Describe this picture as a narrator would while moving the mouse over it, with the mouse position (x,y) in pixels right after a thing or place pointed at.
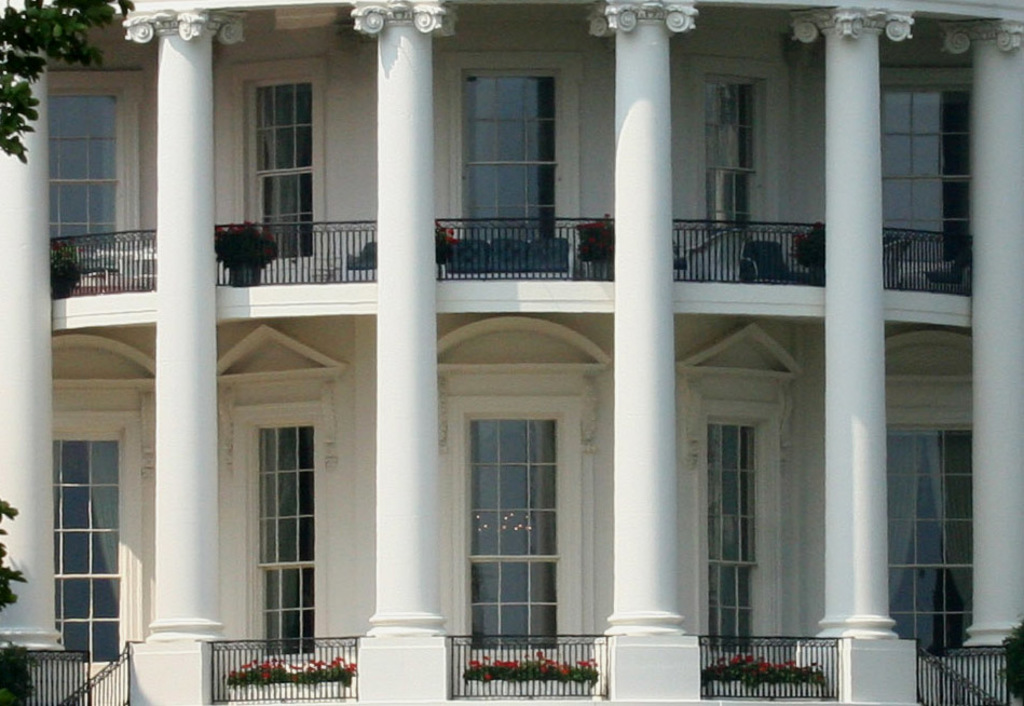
In this picture I can see a building (428,408) and few plants (786,675) in the pots (803,692) and I can see tree branches (22,101) with leaves (11,129).
